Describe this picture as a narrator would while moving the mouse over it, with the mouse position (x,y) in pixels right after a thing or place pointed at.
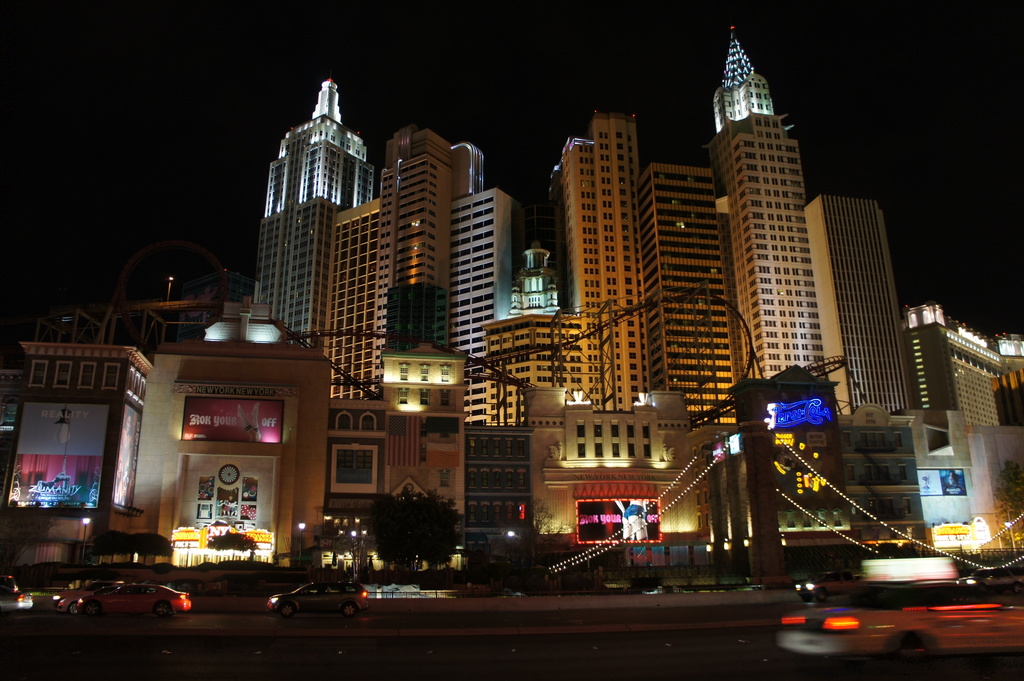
In this picture we can see some skyscrapers (821,350) in the center of the image (546,320). In the front (622,535) there are some decorative lights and in the front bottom we can see the road (186,667) and cars (842,641).
